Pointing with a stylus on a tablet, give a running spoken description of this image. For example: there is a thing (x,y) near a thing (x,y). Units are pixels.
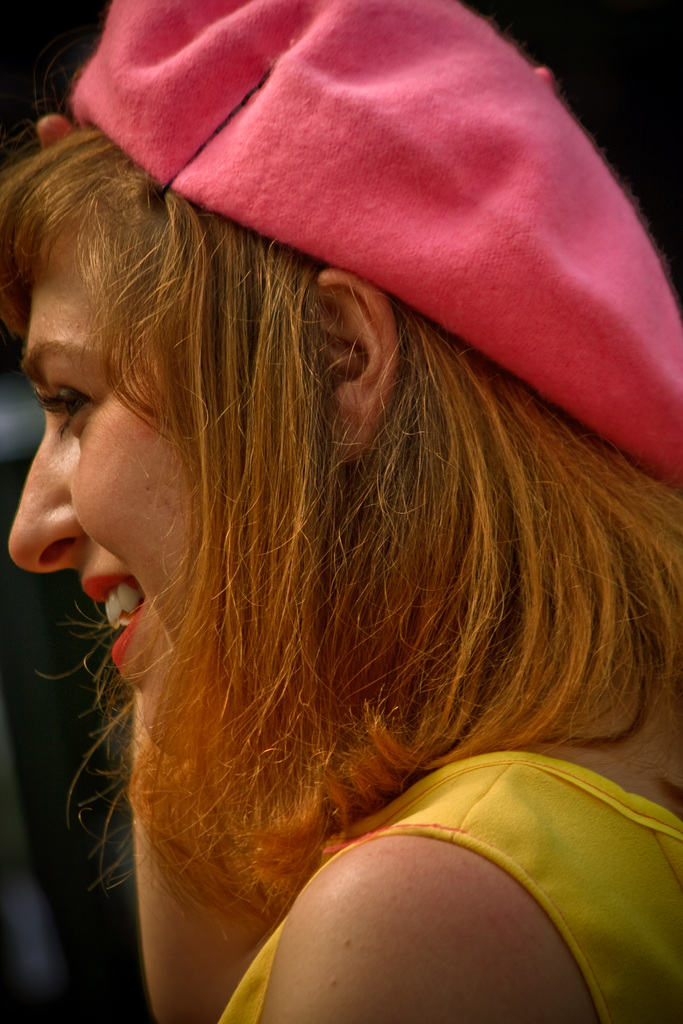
In this picture we can see a woman (198,707) wore a pink cap (395,124) and smiling and in the background (583,74) it is dark.
